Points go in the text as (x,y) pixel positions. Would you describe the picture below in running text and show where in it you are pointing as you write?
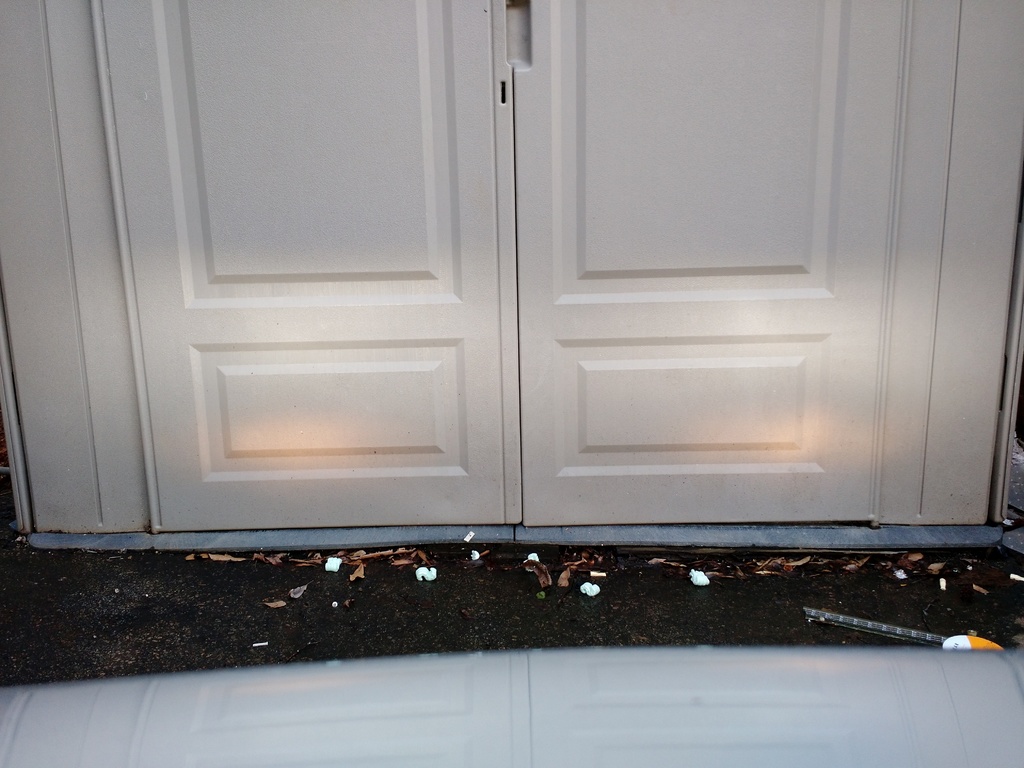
In this image we can see a door (386,425) and shredded leaves (729,577) on the floor (412,566).
